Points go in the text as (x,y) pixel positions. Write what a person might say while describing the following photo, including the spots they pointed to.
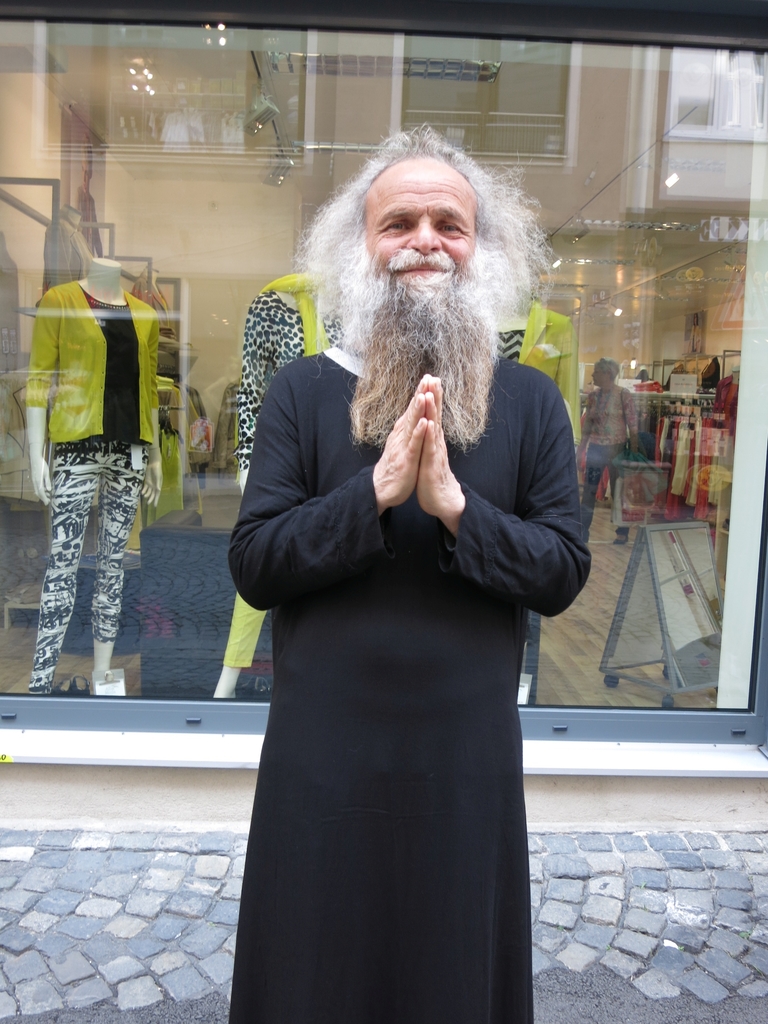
In this image, there are a few people (287,882). We can see some glass (765,143). We can see a few mannequins (295,276) with clothes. We can see the ground (151,960) with some objects (689,608). We can also see some clothes (710,450) on the right (689,435). We can see some white colored poles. We can see the reflection (548,148) on the glass (237,271).
